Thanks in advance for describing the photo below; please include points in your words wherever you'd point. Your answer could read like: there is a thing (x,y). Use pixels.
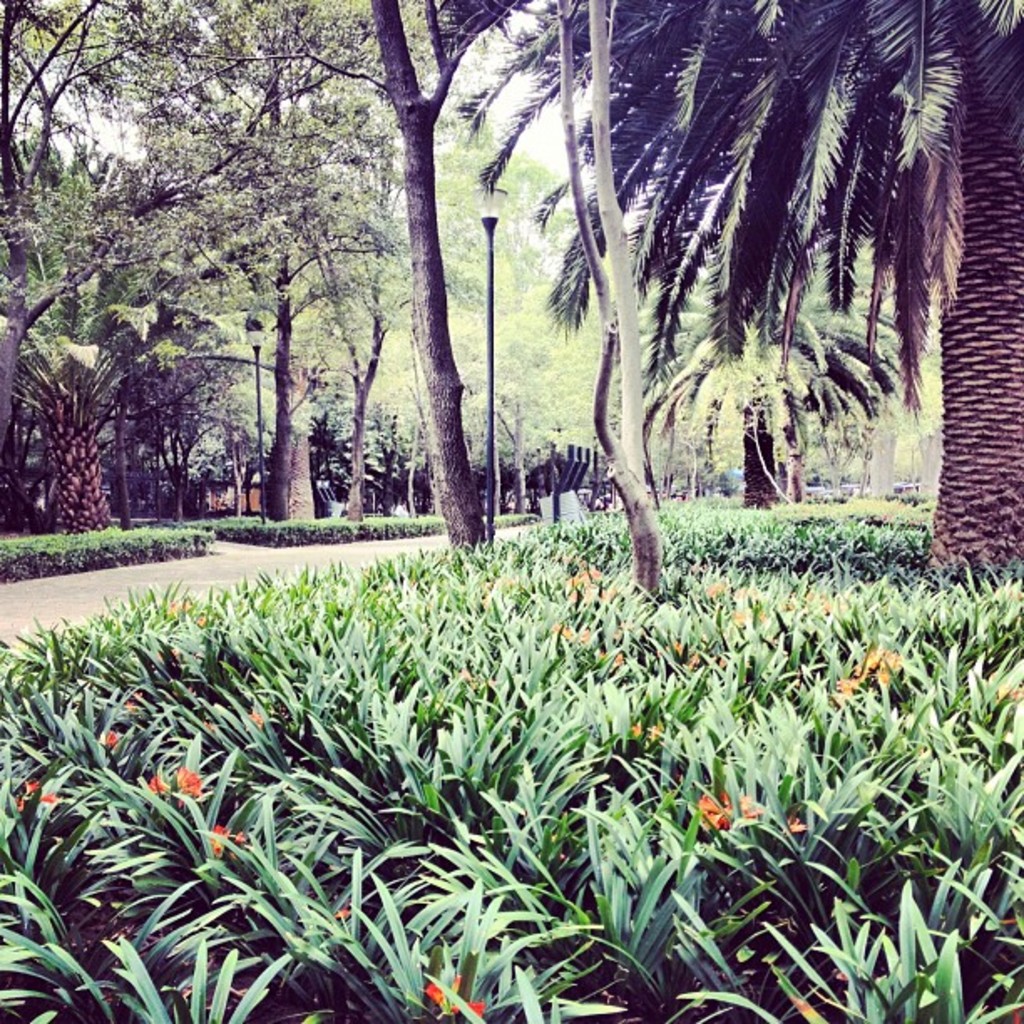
In the image it seems like a park (381,611), there are flower plants (491,779) and trees (432,282) in the picture.
